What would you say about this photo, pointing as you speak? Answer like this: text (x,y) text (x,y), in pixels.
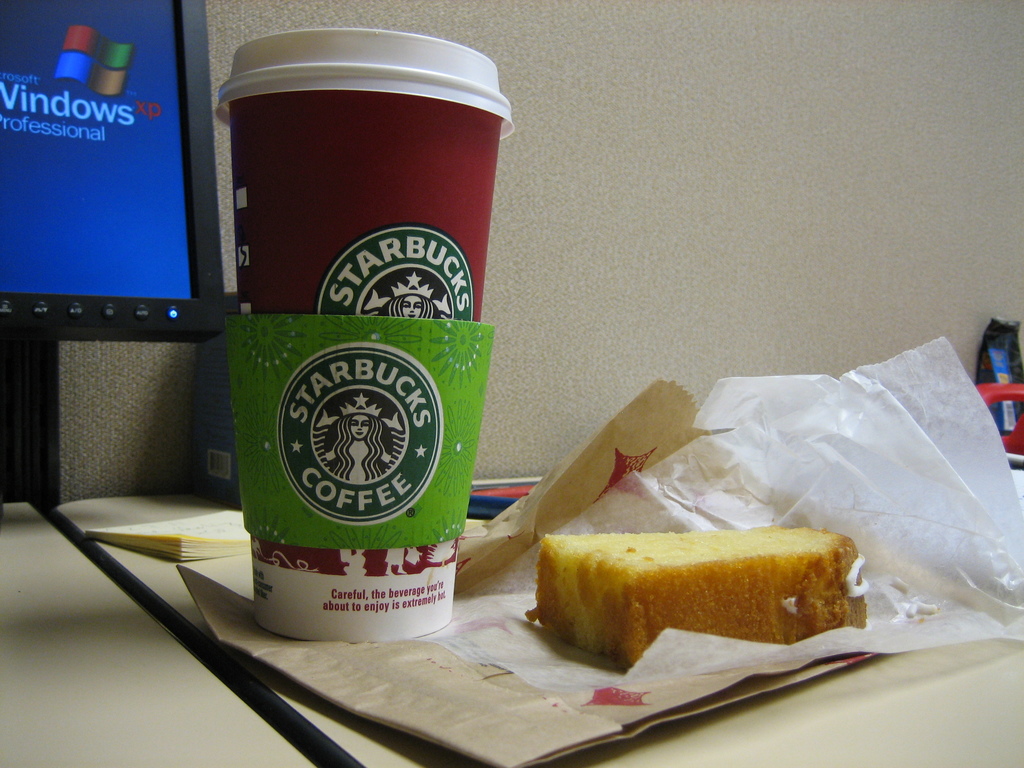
In this image I can see the food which is in brown color and the food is on the paper (845,661). I can also see a cup (343,365), a system (104,173) on the table (25,763) and I can see cream color background (734,274).
